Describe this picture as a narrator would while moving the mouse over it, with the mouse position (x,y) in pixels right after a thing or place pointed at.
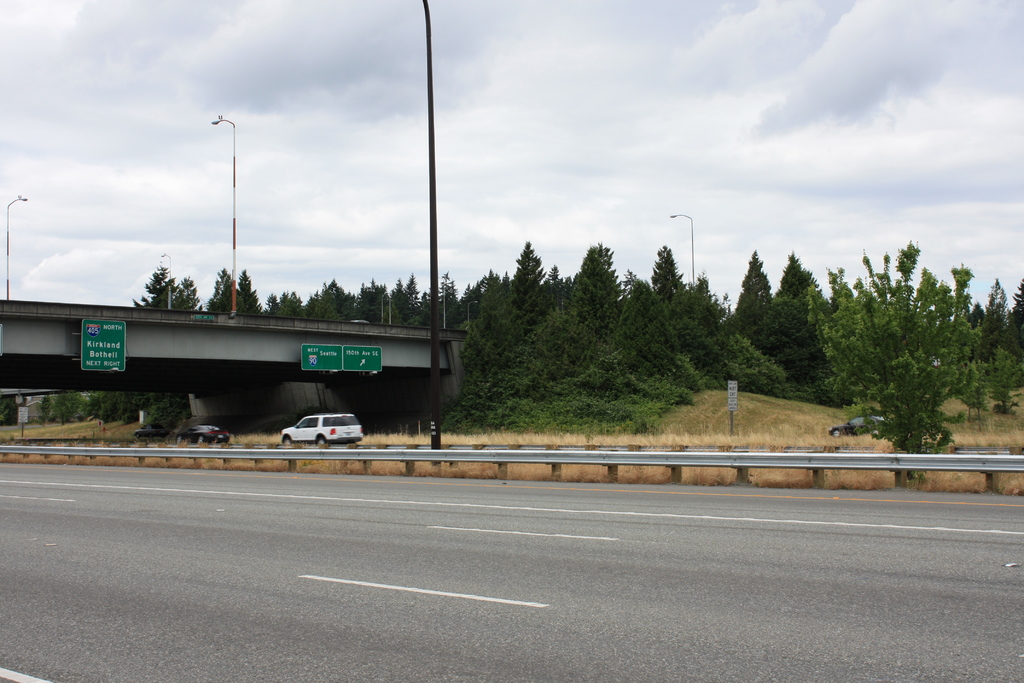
In this image I can see few vehicles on the road (301,498). I can also see few boards (114,350) attached to the wall (150,320) and the boards (308,349) are in green color. Background (168,333) I can see a bridge (270,341), few light poles (23,199), trees (319,299) in green color and the sky (497,100) is in white color.
